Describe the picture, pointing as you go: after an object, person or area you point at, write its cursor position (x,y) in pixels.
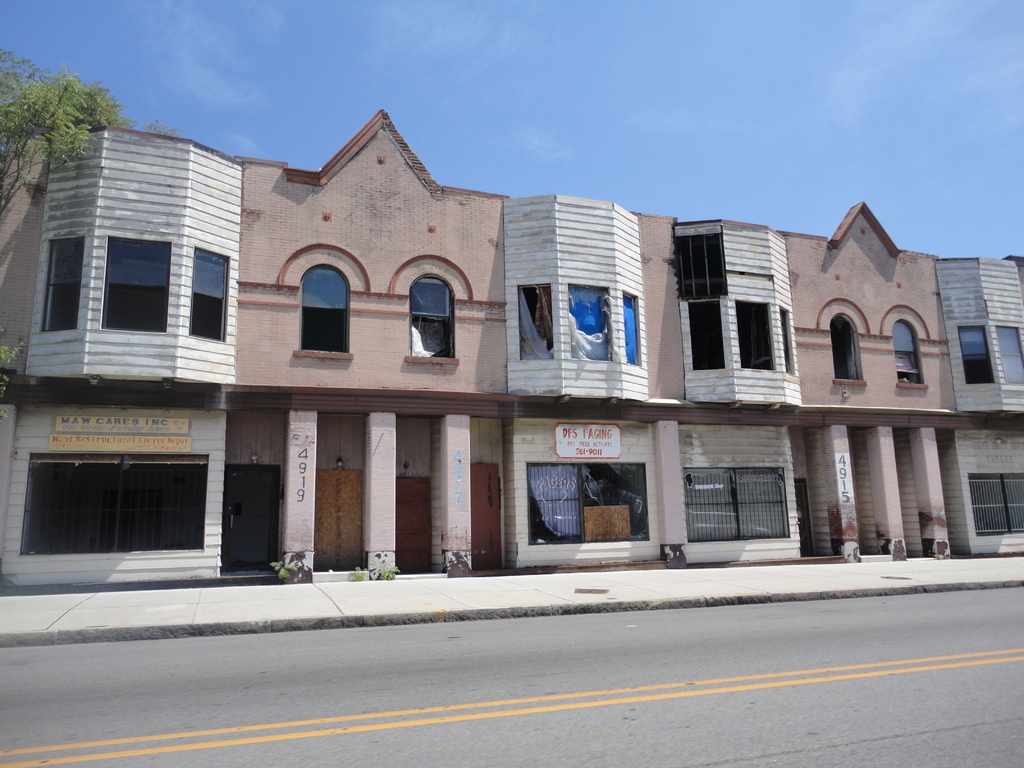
This picture shows buildings (472,527) and we see a road (845,706) and a blue sky (692,198) and we see tree (47,158).
